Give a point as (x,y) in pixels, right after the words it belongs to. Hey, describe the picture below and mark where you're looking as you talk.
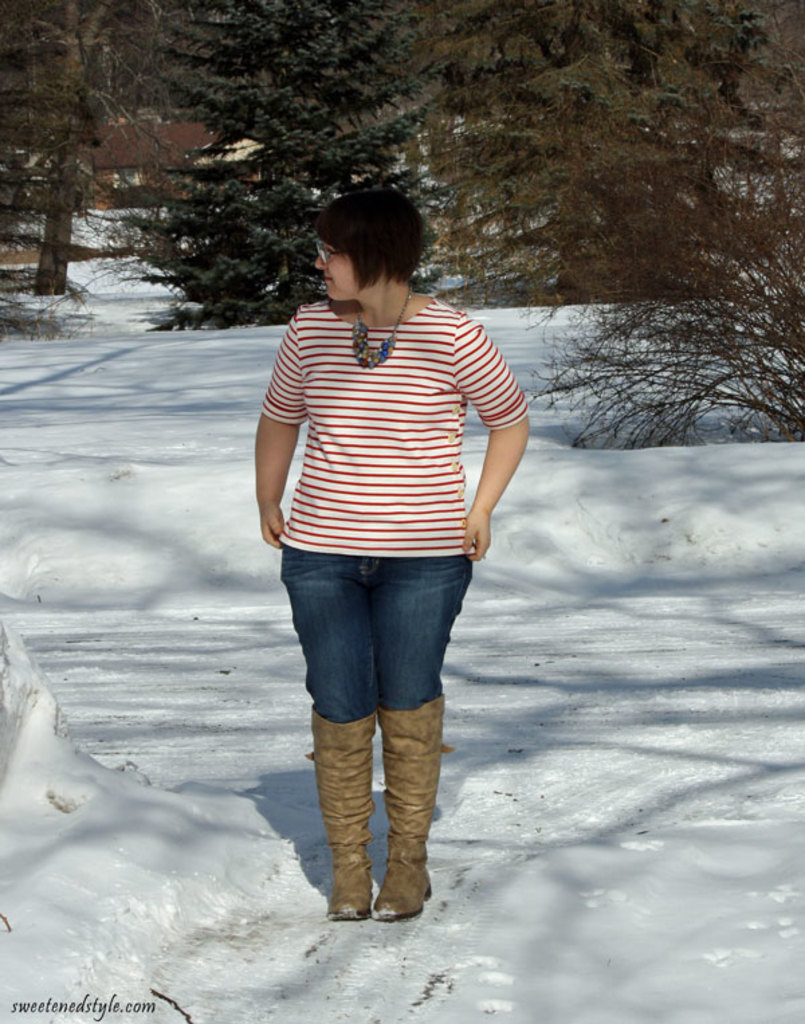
In this image we can see a woman (347,681) standing on the ground (448,896). We can also see the snow (637,571), a group of trees (613,267) and a house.
